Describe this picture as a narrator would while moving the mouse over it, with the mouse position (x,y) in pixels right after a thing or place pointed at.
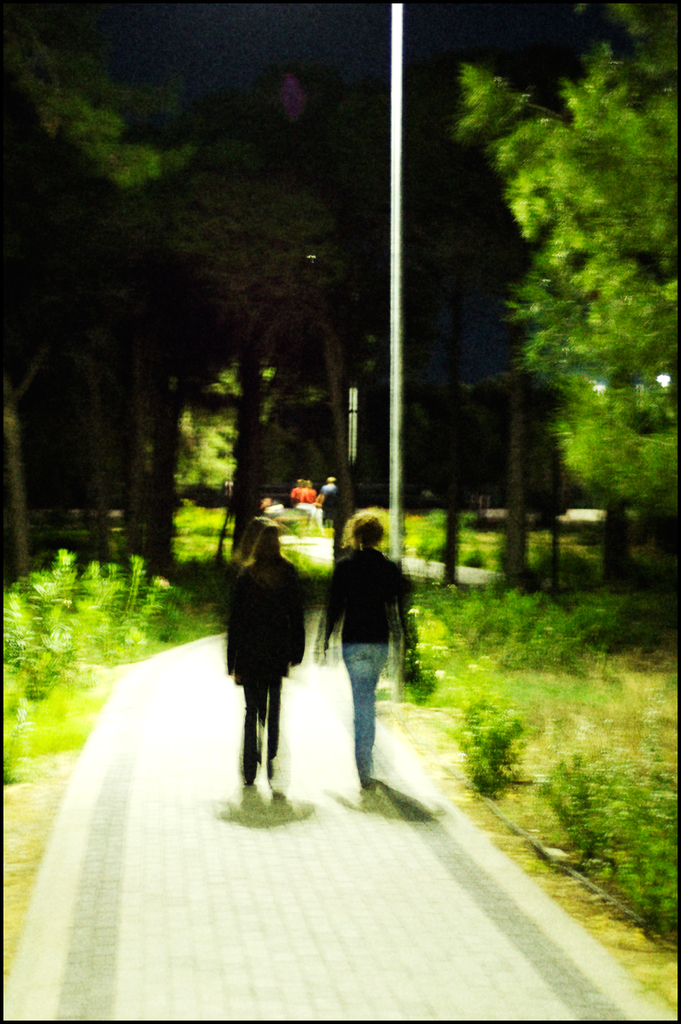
In this picture we can see the trees (425,317), plants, pole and people (329,506). We can see the people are walking on the pathway (301,864).
